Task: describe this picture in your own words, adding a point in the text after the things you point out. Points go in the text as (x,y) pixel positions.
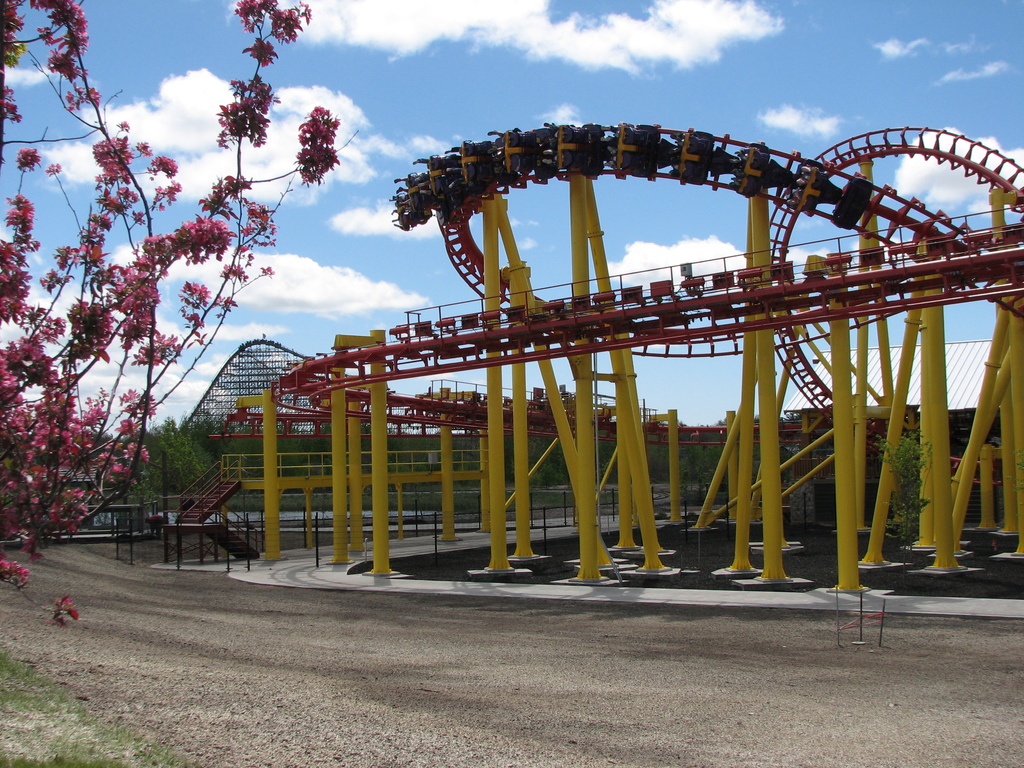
In the image there is an amusement ride (594,417), few people (555,170) were taking that ride (598,160) and in the front (792,673) there is a plain ground (356,653) and on the left side (83,351) there is a tree (134,276).
